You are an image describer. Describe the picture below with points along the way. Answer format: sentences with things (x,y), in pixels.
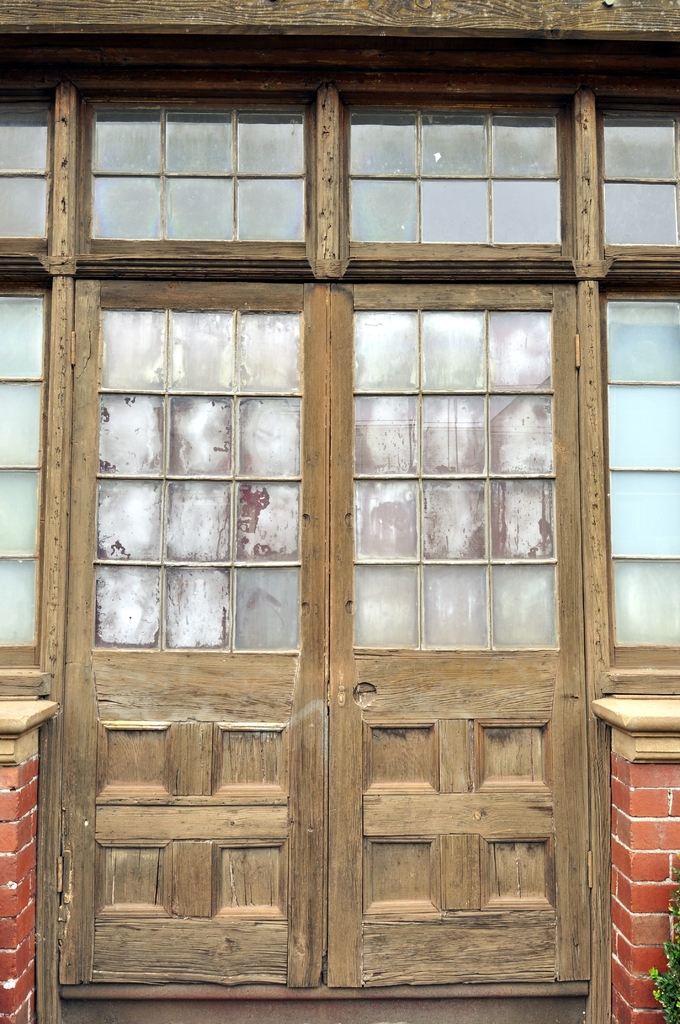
In this picture, we can see a wooden door (322,878) and on the right side of the door (575,836) there is a plant (668,992).
